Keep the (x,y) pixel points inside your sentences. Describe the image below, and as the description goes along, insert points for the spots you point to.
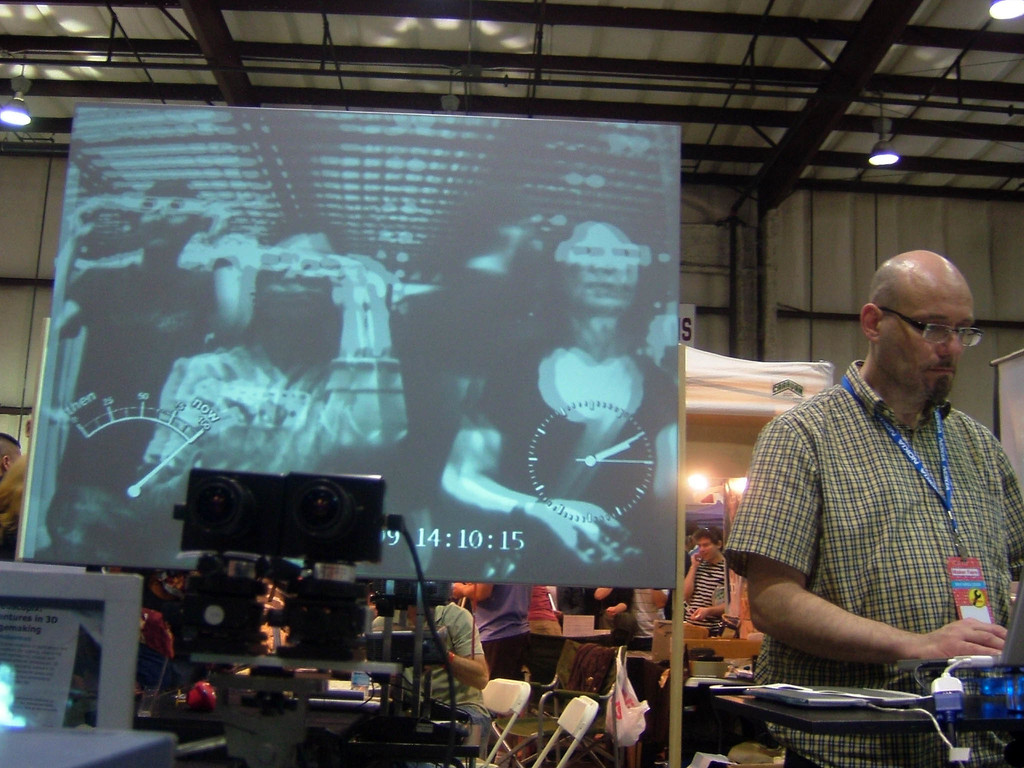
In this image we can see a man (844,505) with a specs (908,319) and tag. Near to him there is a stand (833,708). On the stand (833,708) there is a laptop (942,662) and some other device (876,692). In the back (257,378) there is a screen (429,303). Also there is a projector (305,502) and we can see few people (712,535). And there are chairs (557,683) and many other things (426,633). On the ceiling (62,61) there are lights (15,85) and rods (613,109).
